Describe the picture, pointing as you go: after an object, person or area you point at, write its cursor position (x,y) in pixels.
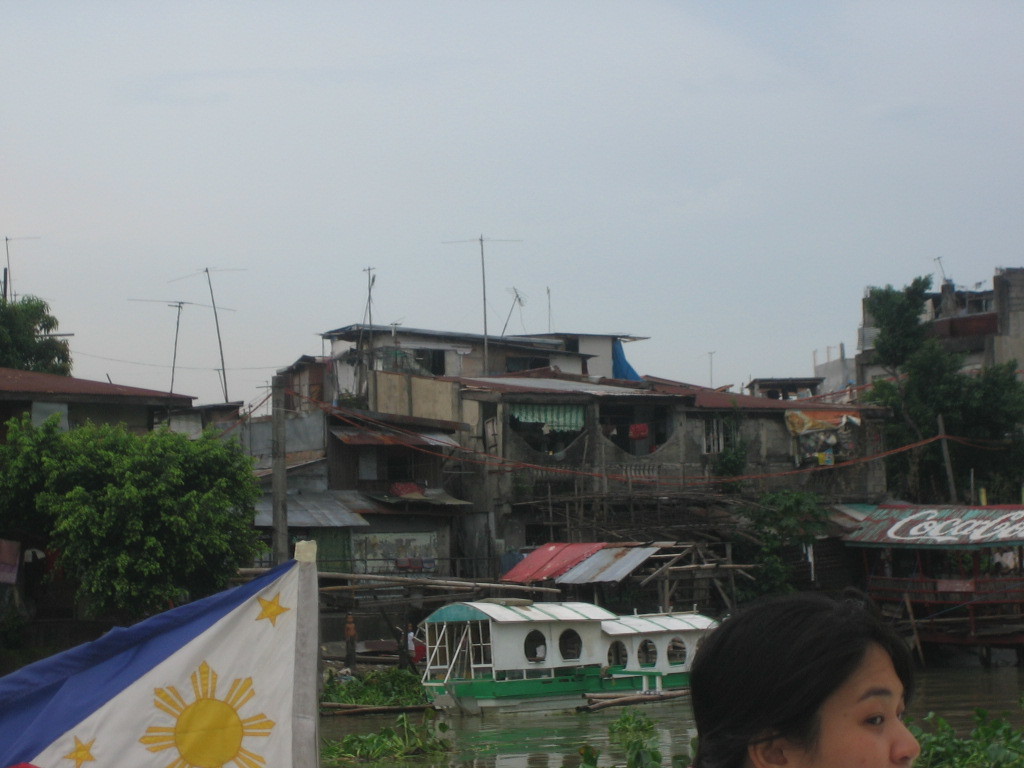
In this picture I can see boats (564,652) on the water (559,712). I can see the houses (467,492). I can see trees (65,452). I can see clouds (406,245) in the sky (448,156). I can see the head (789,595) of a person (736,676).
